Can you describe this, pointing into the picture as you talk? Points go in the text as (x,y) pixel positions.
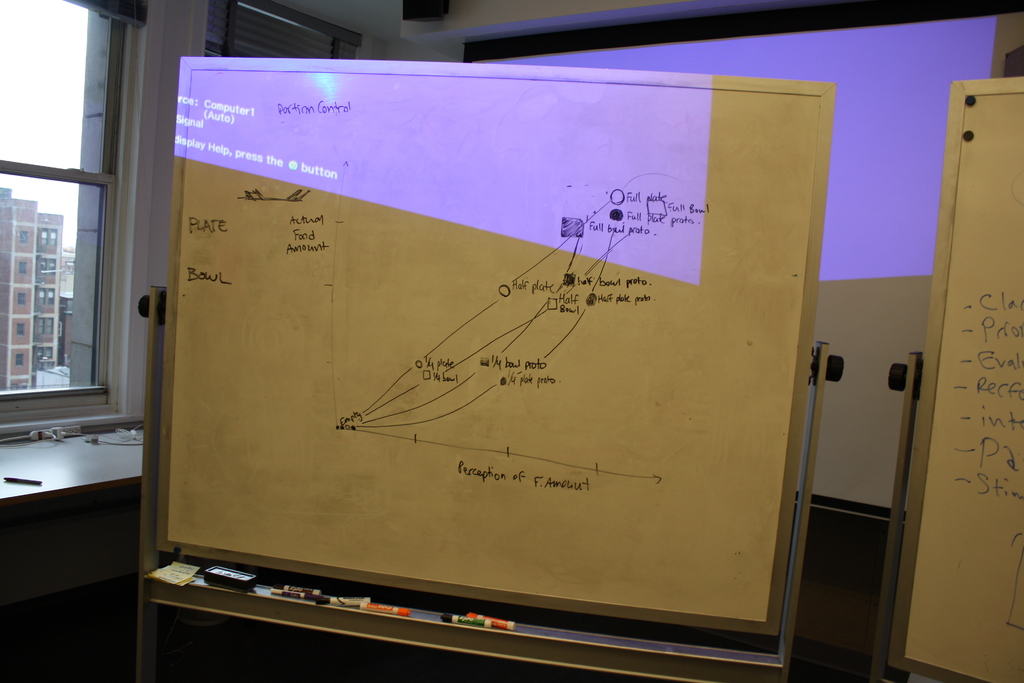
In this image we can see window (53,268), buildings (44,269), boards (425,250), markers (362,609), board eraser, also we can see the sky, and a wall (385,51).
